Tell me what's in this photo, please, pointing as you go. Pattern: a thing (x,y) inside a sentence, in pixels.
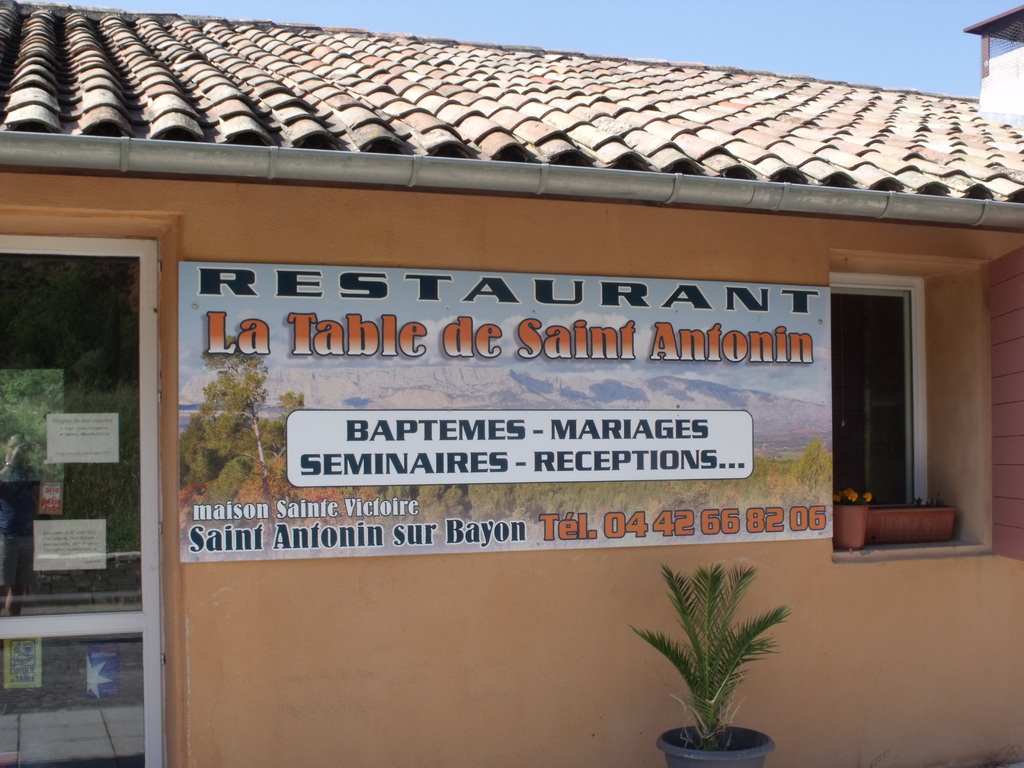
In this picture there is a restaurant (388,489) in the center of the image (447,259) and there is a door (56,382) on the left side of the image (79,375) and there is a poster (810,311) in the center of the image (526,288), there is a window (884,485) on the right side of the image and there is a plant (726,700) at the bottom side of the image (693,717).
